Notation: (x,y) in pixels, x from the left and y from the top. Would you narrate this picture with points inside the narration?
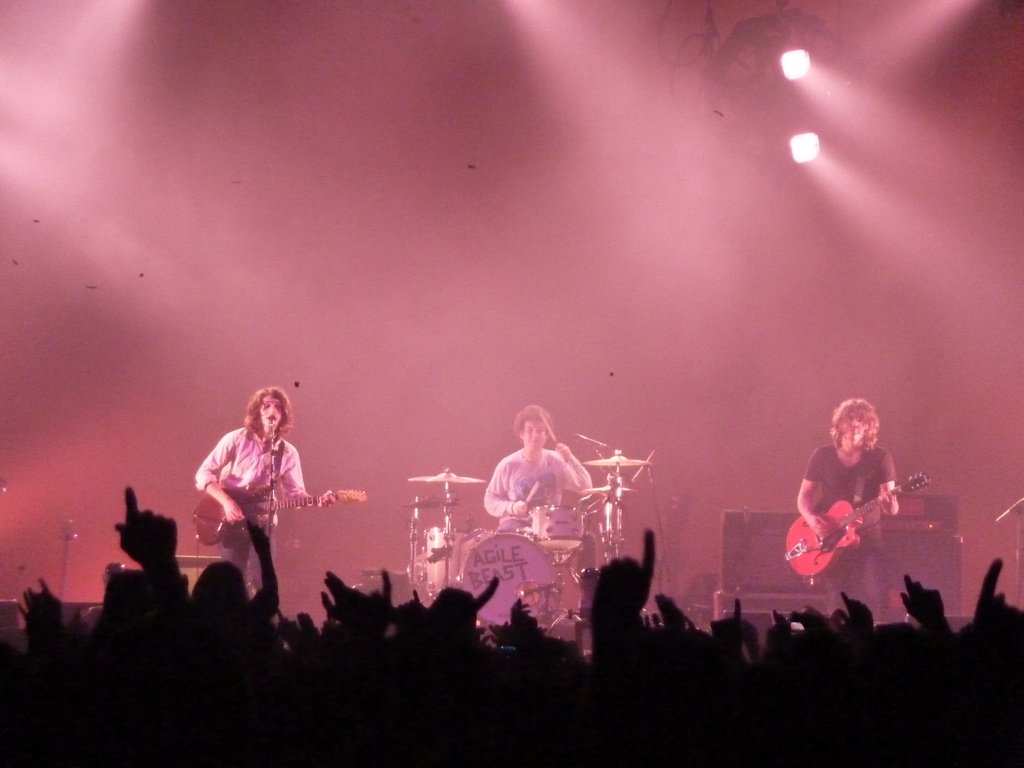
In this image I see 3 persons (524,448), in which 2 of them are holding the guitars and one of them is holding the sticks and near the drums (518,553). I can also see the lights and I see lot of people (806,762) over here.
